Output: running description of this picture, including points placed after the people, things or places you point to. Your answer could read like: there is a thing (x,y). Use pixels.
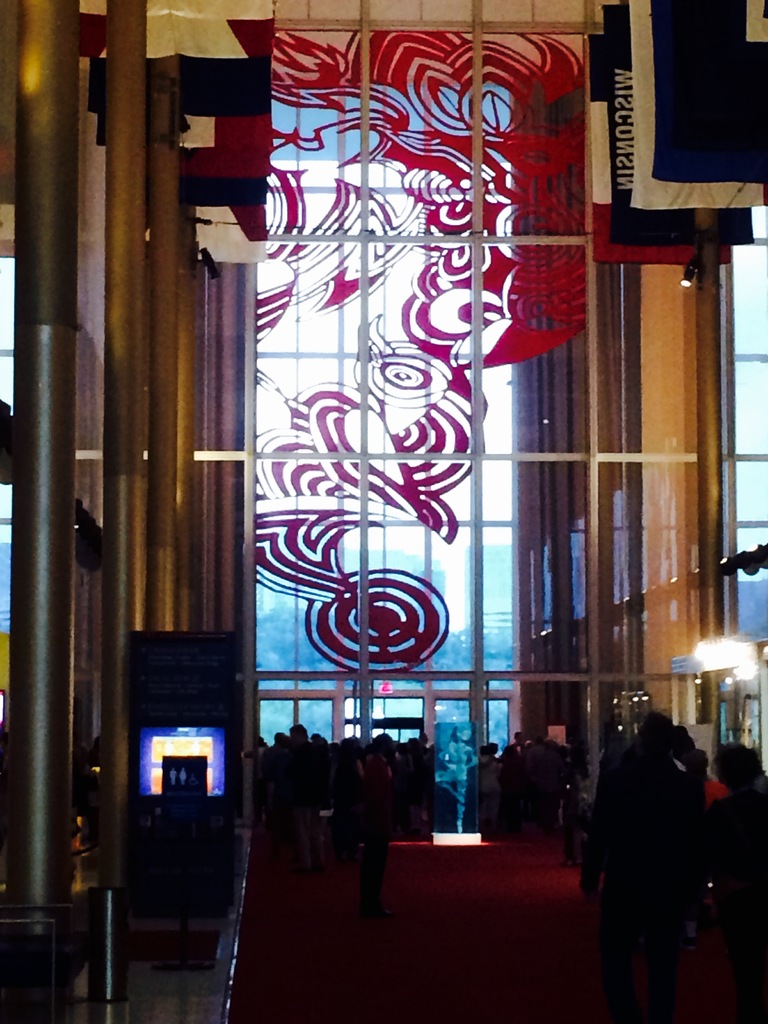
In this picture there is a glass door (403,715) and wall (372,237) with stickers (394,131) and also I can see banners (643,106), people (640,868) and to the left of the image (125,573) there are poles (43,613) and there is an object (178,762) next to the poles (39,752).
